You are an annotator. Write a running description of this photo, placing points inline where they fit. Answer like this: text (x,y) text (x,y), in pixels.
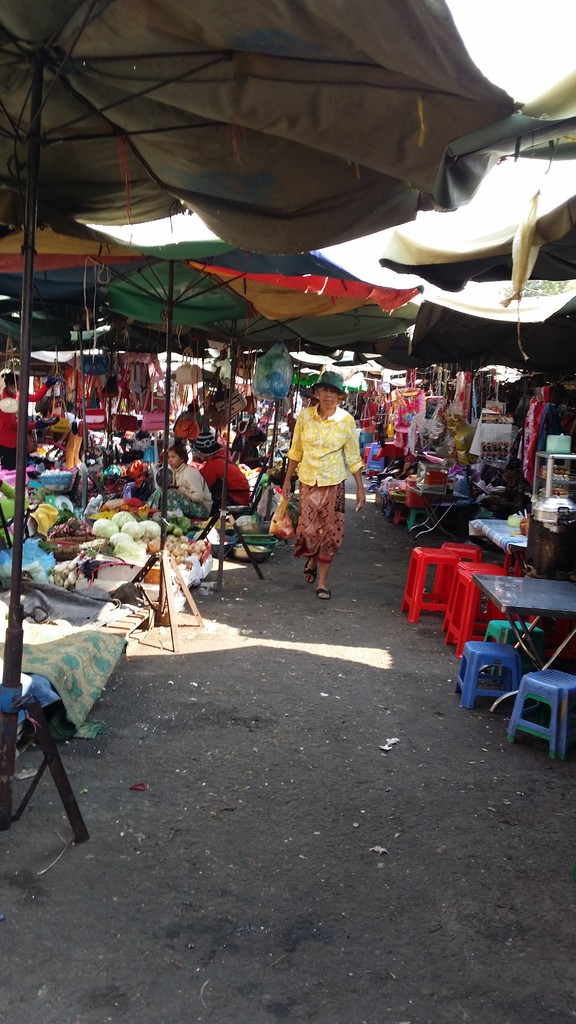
This picture describes about market (249,541) and group of people (326,468) one person (328,461) is walking and some people (215,470) are seated on the chairs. In the background (232,379) we can see some tents (324,135) vegetables (144,549) tables (510,599) and chairs (440,563).
